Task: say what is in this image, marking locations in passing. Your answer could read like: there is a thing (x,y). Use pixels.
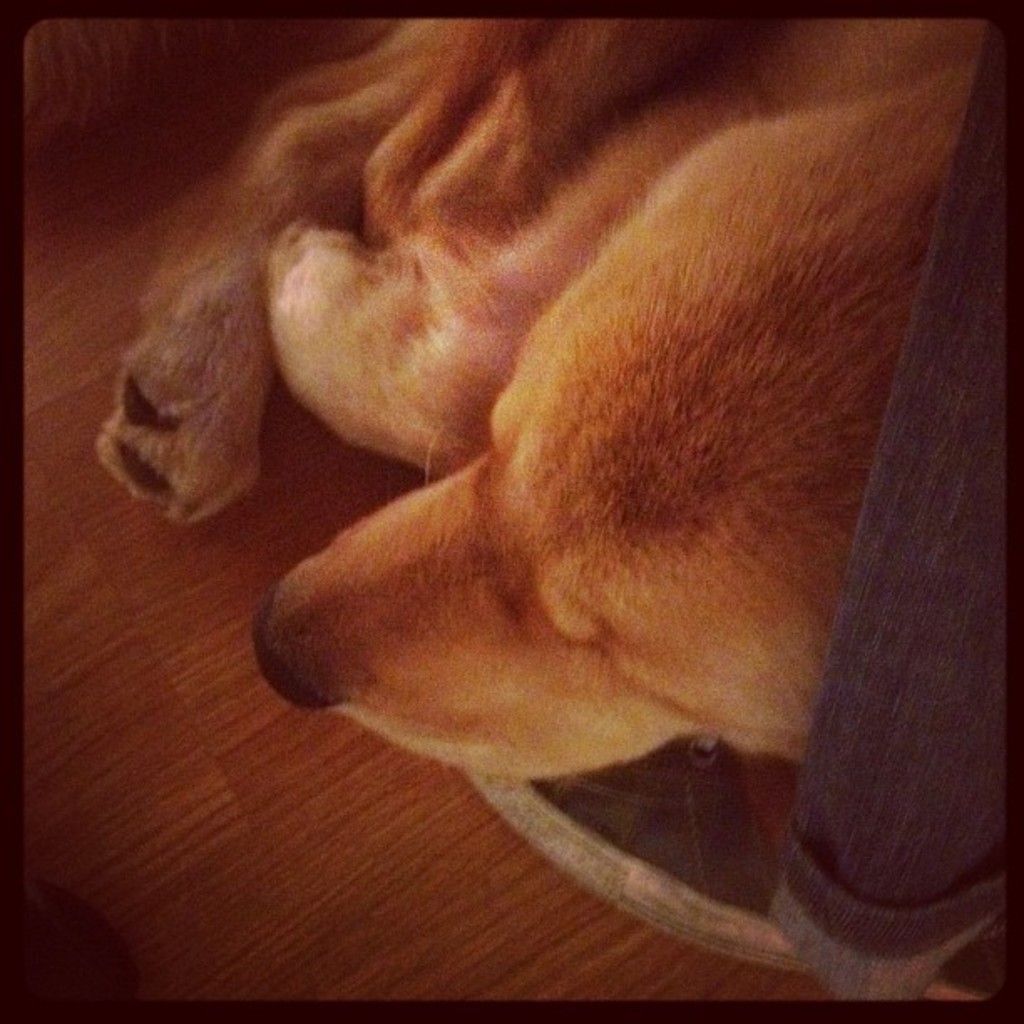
It is an edited image there is a dog (595,388) laying on a floor (627,979).
